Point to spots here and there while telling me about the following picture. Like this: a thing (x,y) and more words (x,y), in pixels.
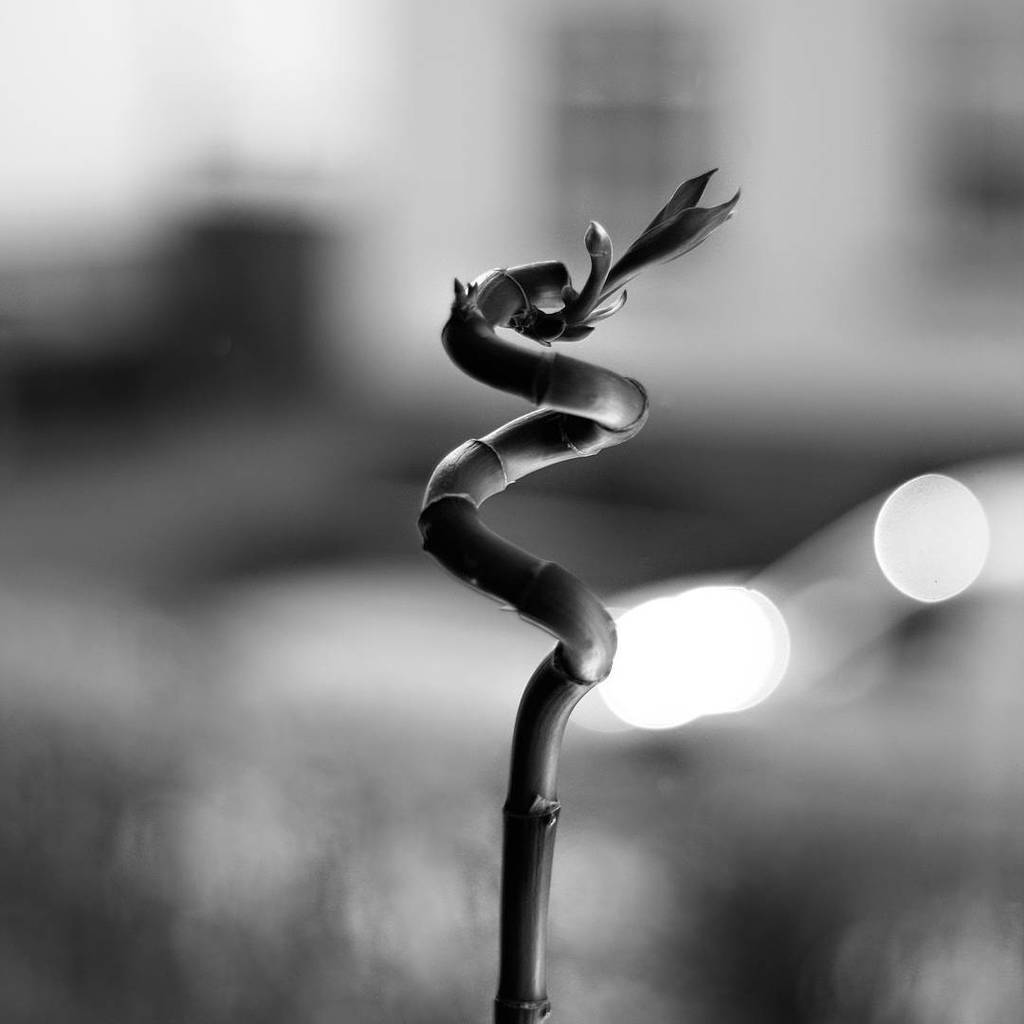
In this image we can see a stem (591,664) of a plant (609,662) with leafs (667,237) on it.
